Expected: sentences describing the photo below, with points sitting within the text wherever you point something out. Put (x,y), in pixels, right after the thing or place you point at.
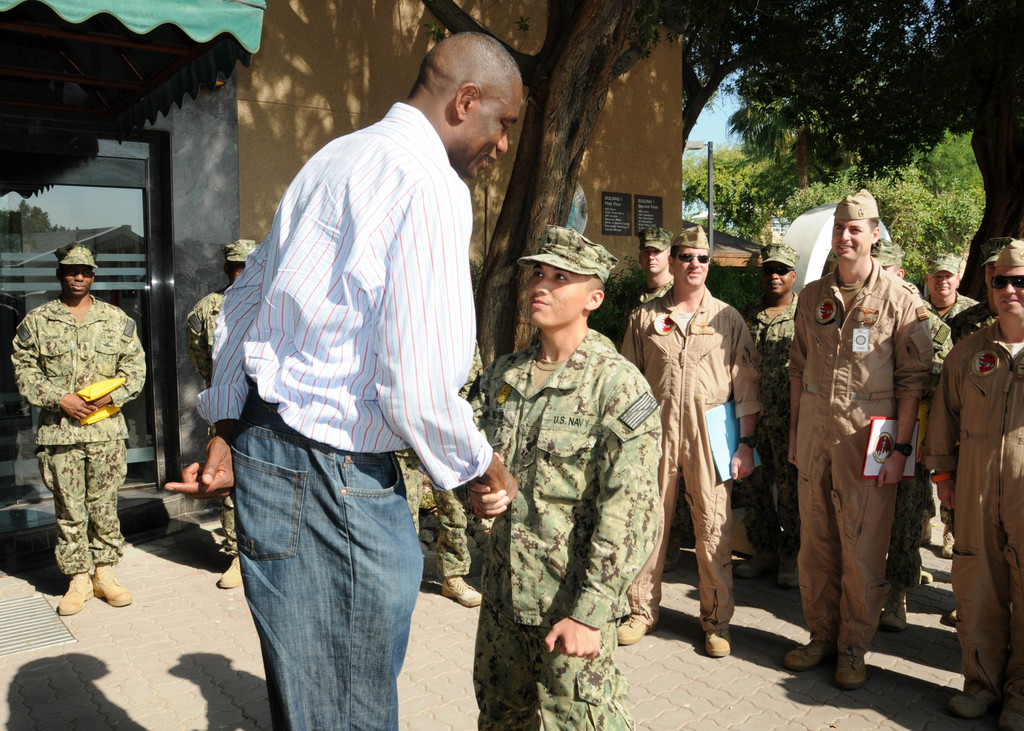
In the image there is a bald headed man (451,72) in white shirt (369,207) and jeans (351,691) shaking hand (476,503) with another man (573,378) in camouflage dress (554,435), in the back (734,325) there are many people (770,492) standing under a tree (560,38) in front of the building (331,90).
